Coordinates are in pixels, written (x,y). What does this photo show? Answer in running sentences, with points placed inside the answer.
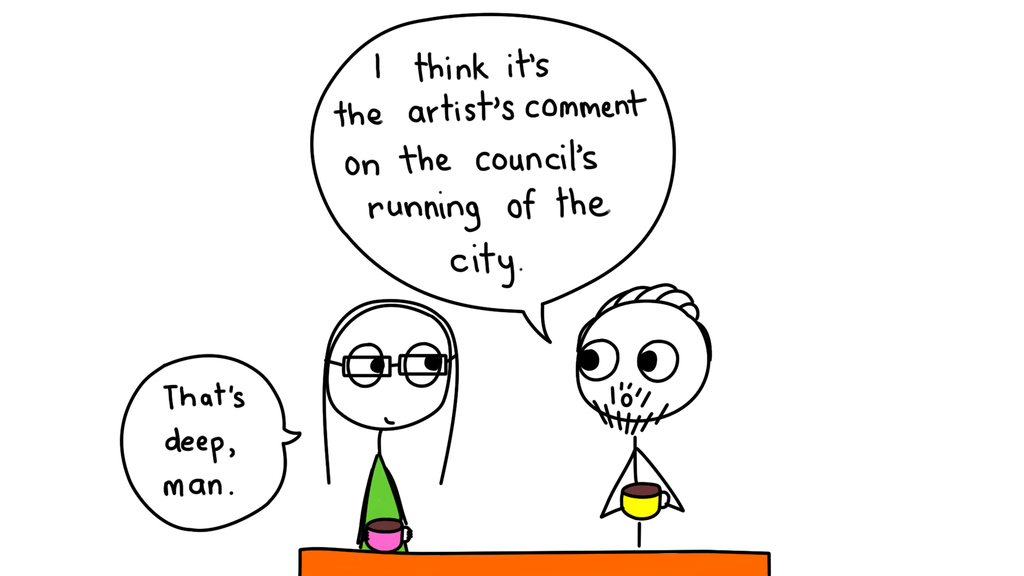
This image looks like animation. There are two persons (379,430), they are holding cups (401,530). There is something written on the left side (179,437) and top.
